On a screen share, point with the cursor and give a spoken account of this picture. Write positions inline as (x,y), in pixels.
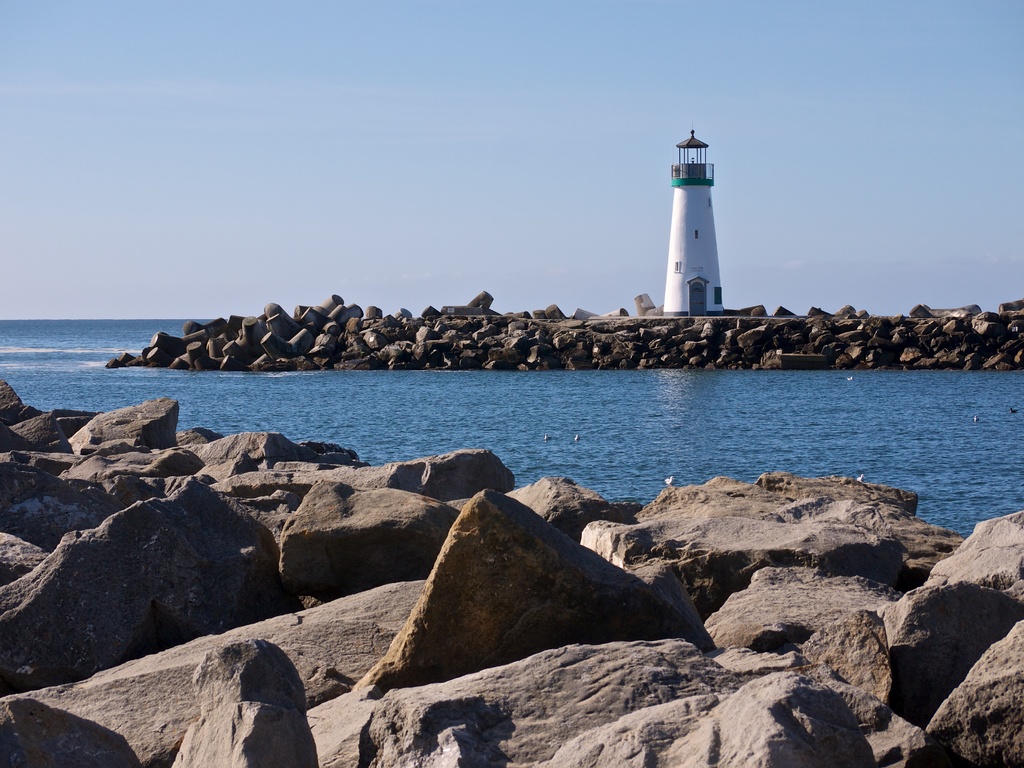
In the foreground of the picture (522,540) there are stones (118,489). In the center of the picture (398,332) there are stones (681,358), lighthouse (678,205) and water (99,335). Sky (265,271) is clear and it is sunny.
